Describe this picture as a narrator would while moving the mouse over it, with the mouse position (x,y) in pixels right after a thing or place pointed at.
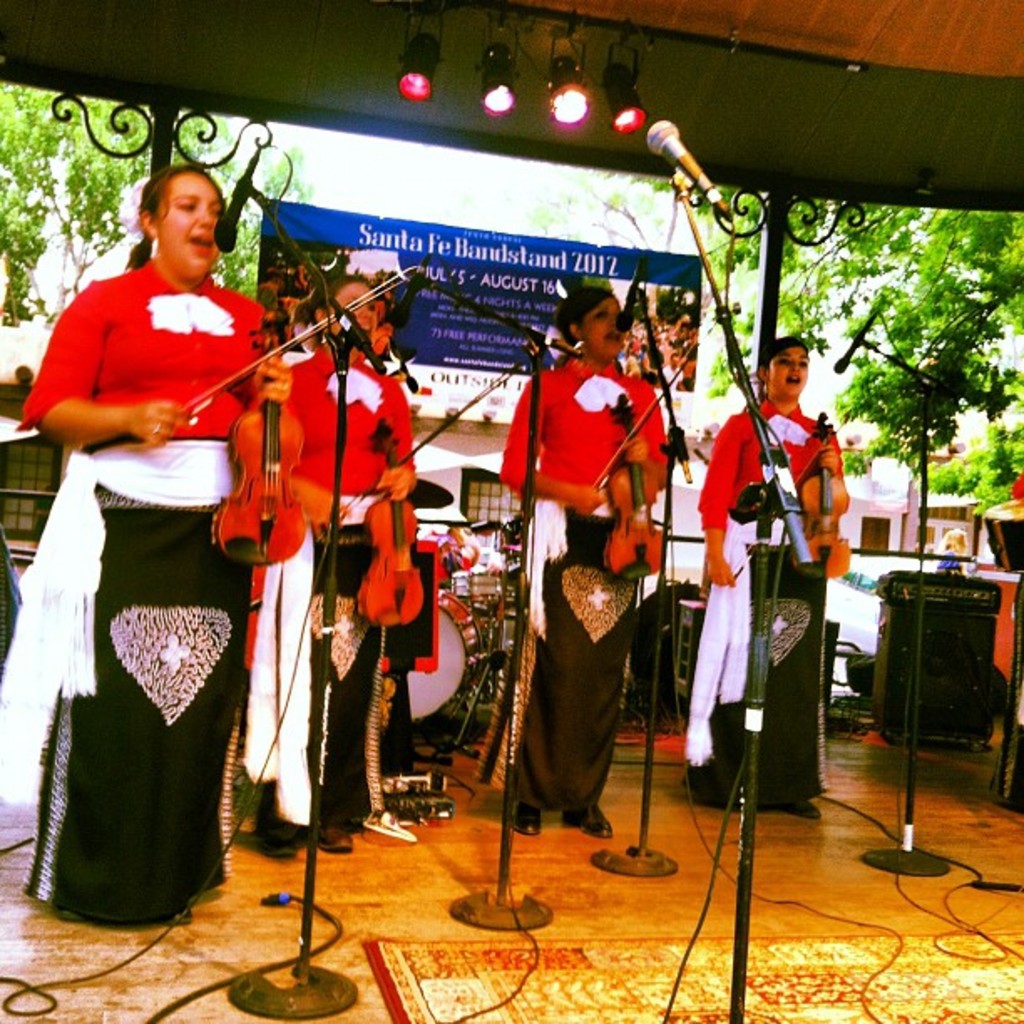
In this image we can see the four women (79,687) holding the violins (384,514) and singing in front of the mike stands (335,345) which are present on the stage (945,854). We can also see the carpet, wires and also banner (512,282) with text (520,299). In the background (47,299) we can see the trees (903,336), buildings (933,500). We can also see the focus lights (492,76) and also the roof (912,35) for shelter. On the right (999,544) we can see the drums (1006,532).
